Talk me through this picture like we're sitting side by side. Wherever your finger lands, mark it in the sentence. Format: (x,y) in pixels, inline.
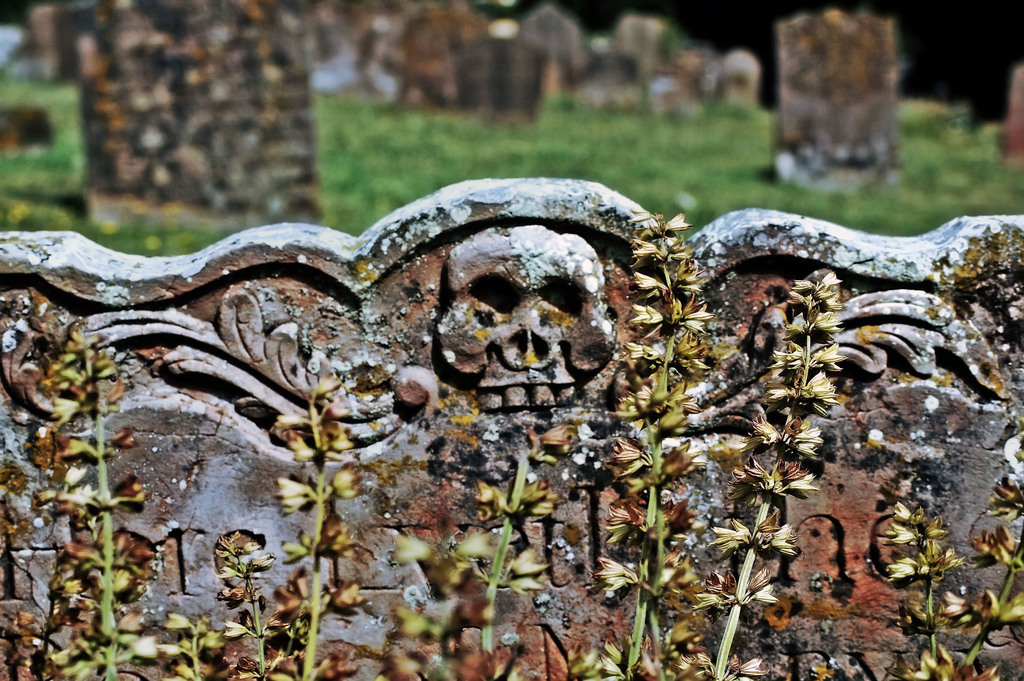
In this image there is a wall (506,480) having sculptures (480,334) on it. Bottom of image (943,678) there are few plants (486,648) having flowers (781,360). Top of image (328,138) there are few cemetery (650,96) on the grassland (578,143).
